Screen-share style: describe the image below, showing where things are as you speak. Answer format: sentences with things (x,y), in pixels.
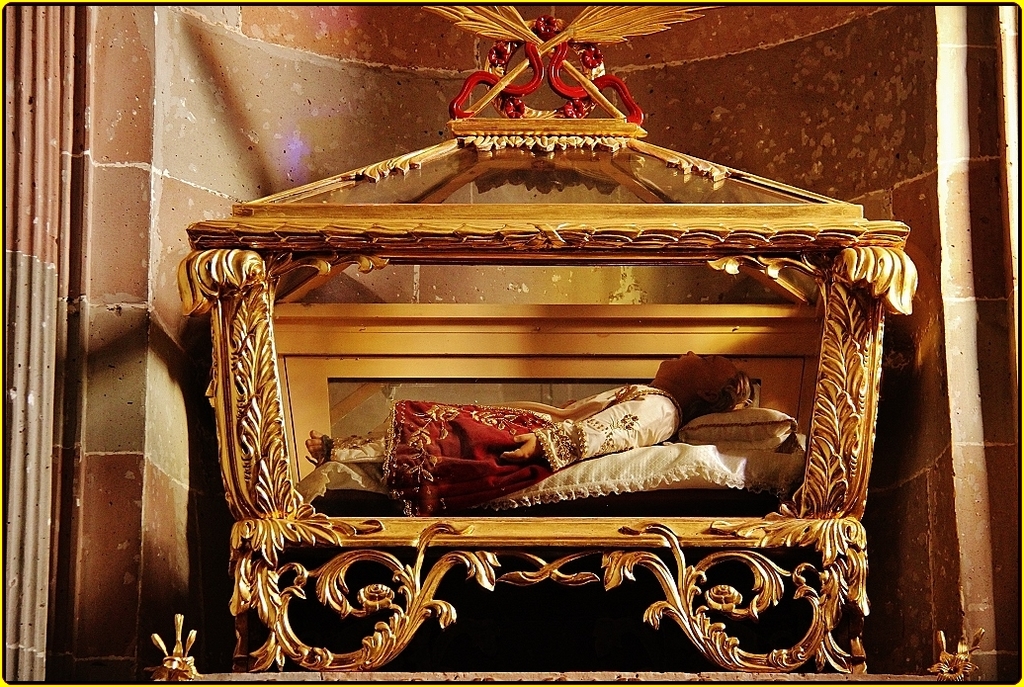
This picture is clicked inside. In the center (654,408) there is a person (475,445) seems to be sleeping on the bed (332,473) and we can see the bed frame (756,240). In the background (245,28) there is a wall (327,77) and some other objects (35,478).
